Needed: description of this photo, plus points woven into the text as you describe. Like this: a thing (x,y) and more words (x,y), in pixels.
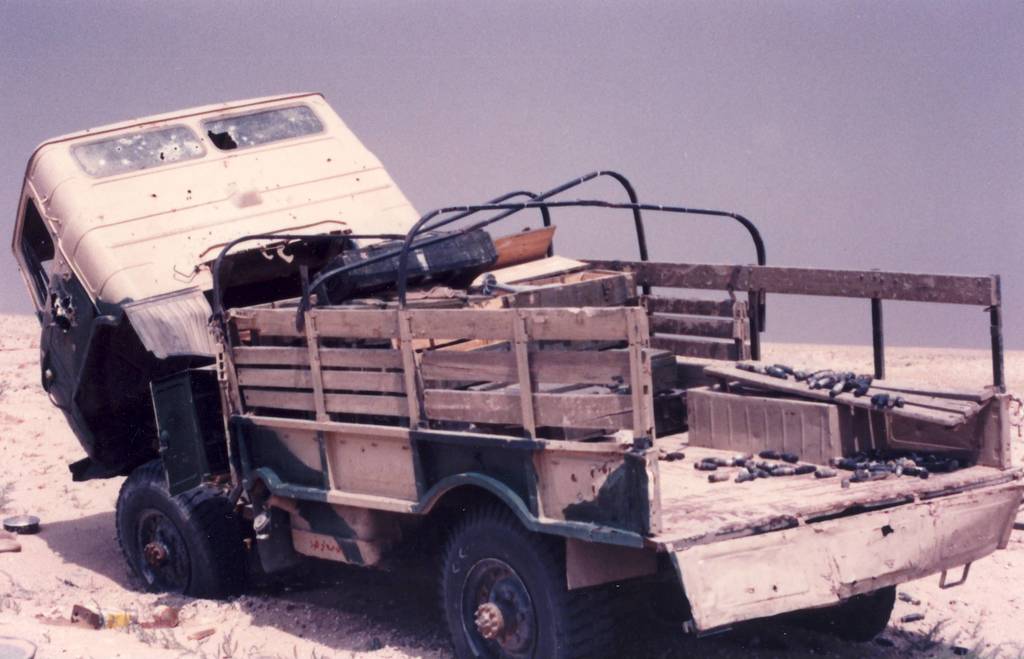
In this image I can see a vehicle (172,566) in the front (533,319) and on this vehicle (390,319) I can see number of things (529,260). On the right side of this image (958,647) I can see few stuffs (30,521) on the ground (108,608) and in the background (401,149) I can see the sky (378,132).
